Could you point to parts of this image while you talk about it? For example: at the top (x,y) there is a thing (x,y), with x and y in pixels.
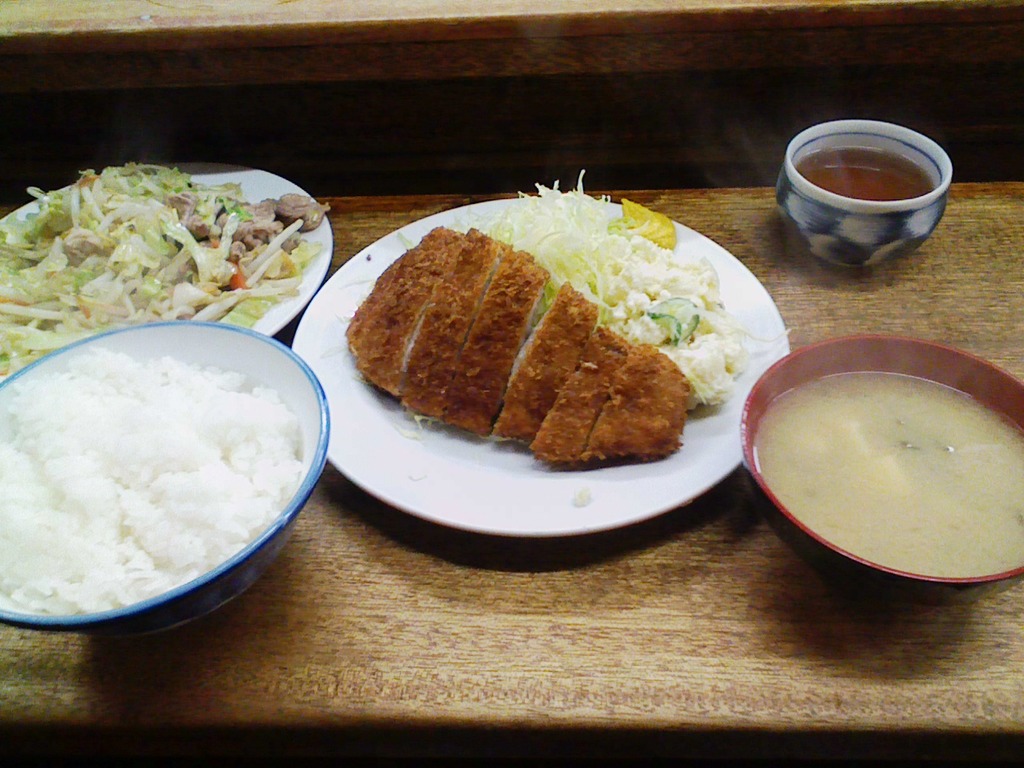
In this picture we can see plates (346,280), bowls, cup (828,248) and food (428,331) on the wooden platform (442,681).
